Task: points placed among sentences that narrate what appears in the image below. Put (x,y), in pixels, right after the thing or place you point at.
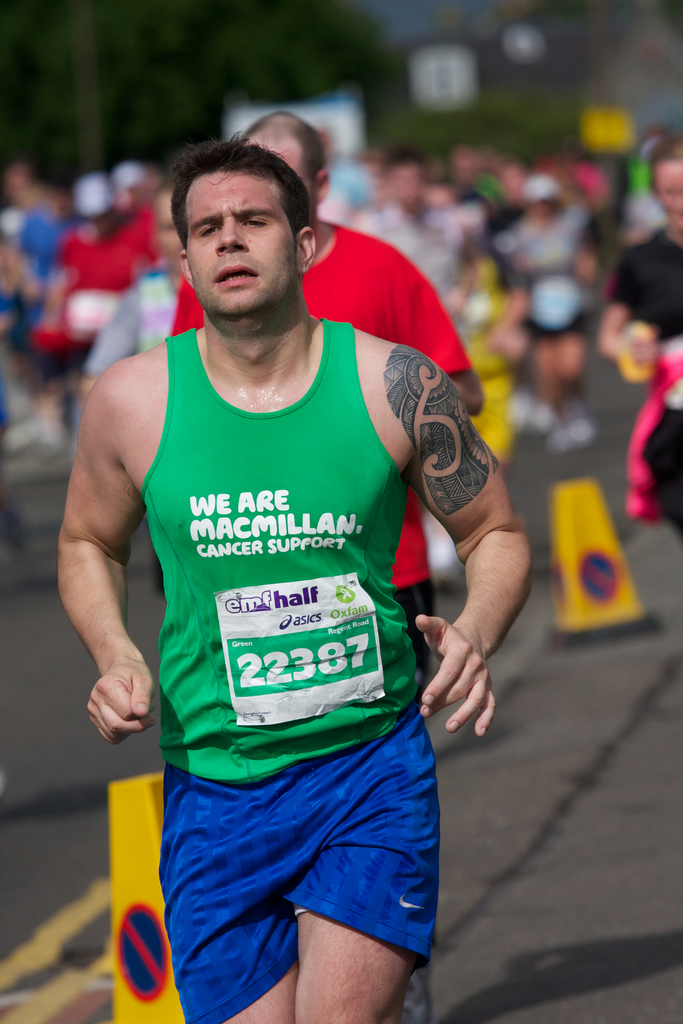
In this picture we can see group of people (381,410) and few (320,356) are running on the road (510,649), beside them we can see road divider blocks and we can see blurry background (427,71).
